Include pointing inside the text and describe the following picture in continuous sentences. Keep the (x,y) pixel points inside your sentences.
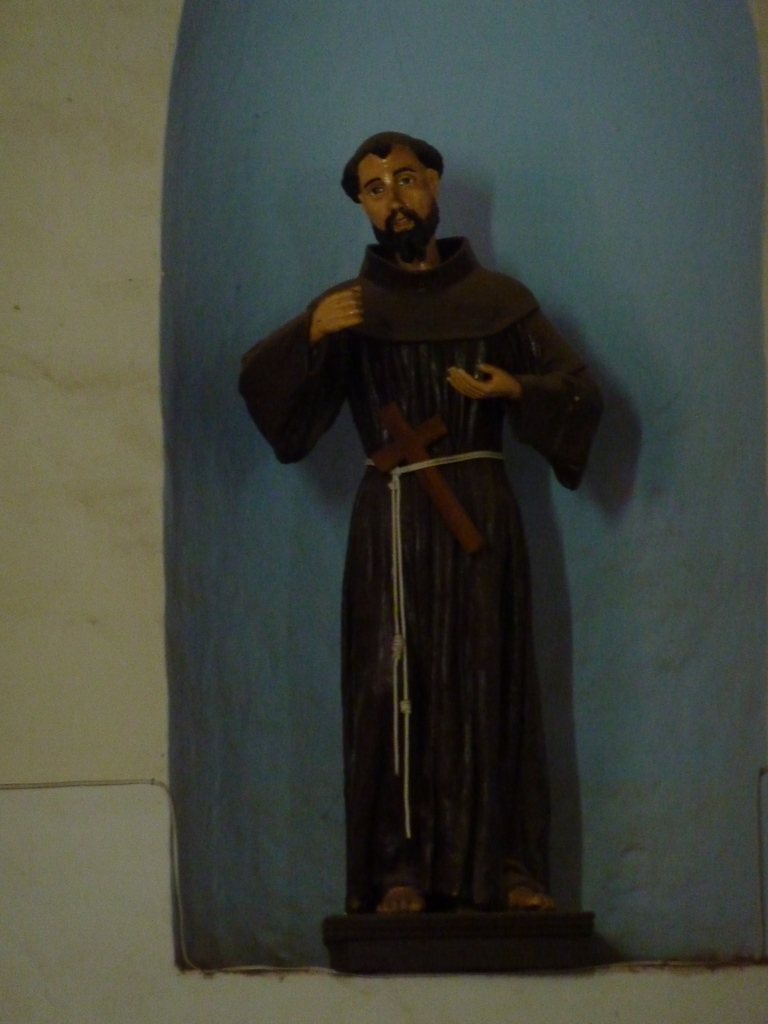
In this image I can see the person's statue (488,495) in black and brown color. Background (694,133) is in blue, white and cream color.
